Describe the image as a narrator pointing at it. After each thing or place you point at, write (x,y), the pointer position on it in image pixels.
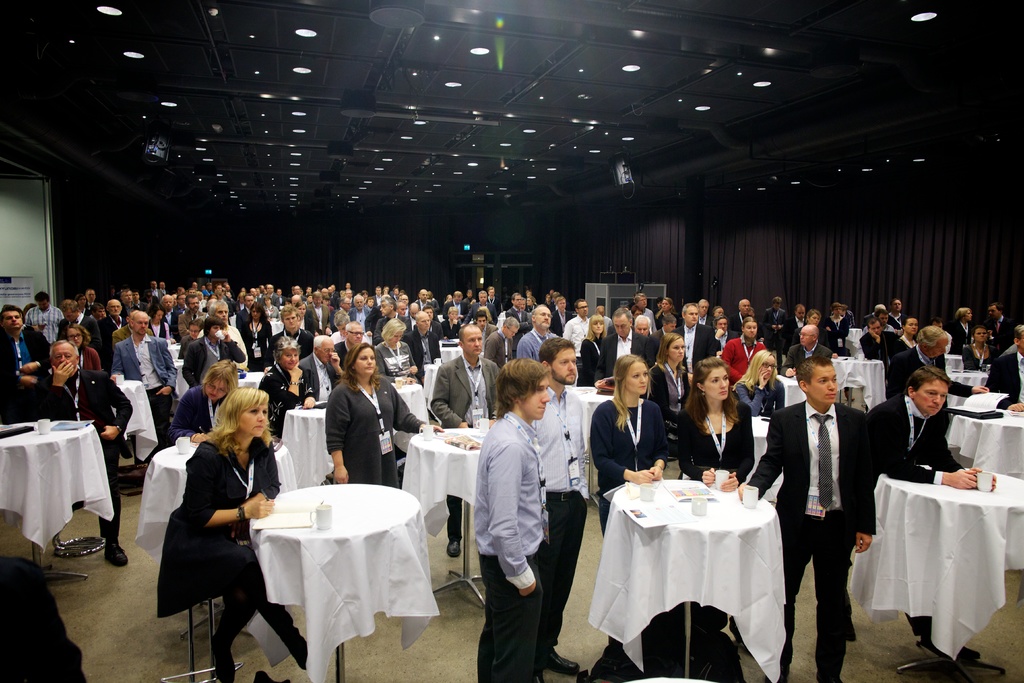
In this image there are group of people (529,364). There are cups (325,518), papers (304,524) on the table (328,577). Table (423,522) is covered with white color cloth (634,562). At the right (872,257) there are curtains (592,253), at the top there are lights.
